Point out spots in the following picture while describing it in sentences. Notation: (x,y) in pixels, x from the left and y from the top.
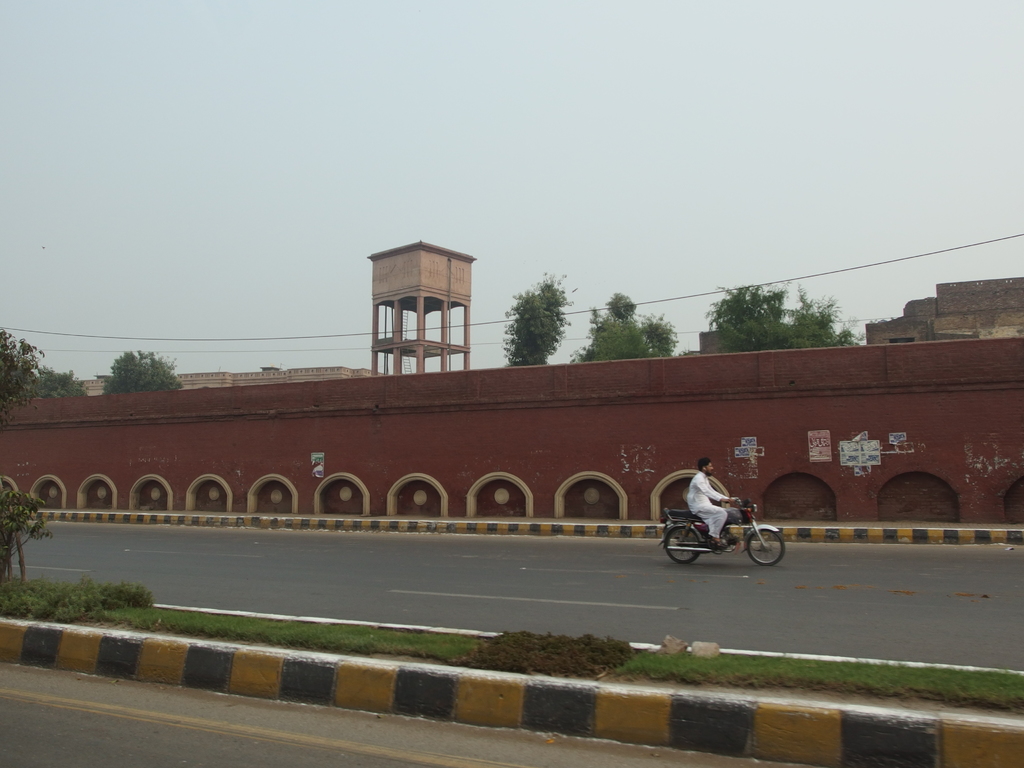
In this image we can see there is a road (719,554). On the road (675,572) there is a person (713,510) moving on the bike (729,510). In the middle of the image (468,428) there is a wall (290,452), behind the wall (494,428) there are some buildings (962,315) and trees (153,378). In the background (449,152) there is a sky (675,146).
